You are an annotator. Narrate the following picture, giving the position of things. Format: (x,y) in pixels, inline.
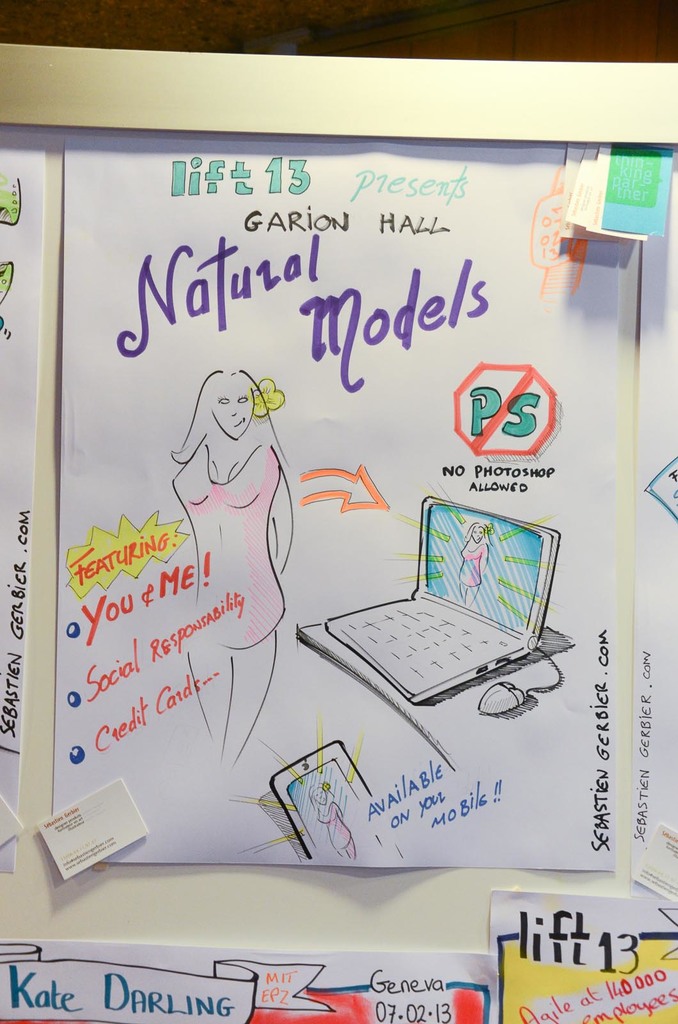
As we can see in the image, there is a drawing paper (282,369) on board (321,868) and in paper (319,459) a women (260,486), laptop (432,583) was drawn and on the top of the paper (293,267) it was written "Natural models".
